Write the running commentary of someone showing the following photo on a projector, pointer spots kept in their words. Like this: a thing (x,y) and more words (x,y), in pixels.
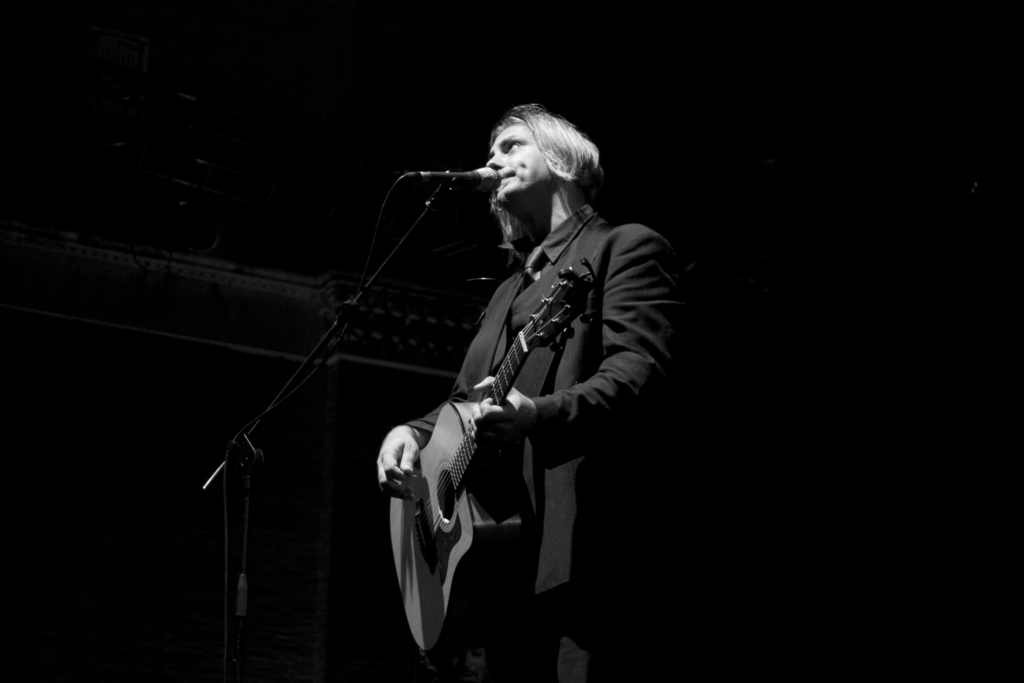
There is a man (531,357) in the image standing and playing guitar (565,325). He is singing a song using a mike (474,178). There is a mike stand (275,407) at which the mike (472,177) is fixed to the stand (384,265). The background (319,294) is dark. This man (646,333) wore suit (604,306) and tie (531,261).
